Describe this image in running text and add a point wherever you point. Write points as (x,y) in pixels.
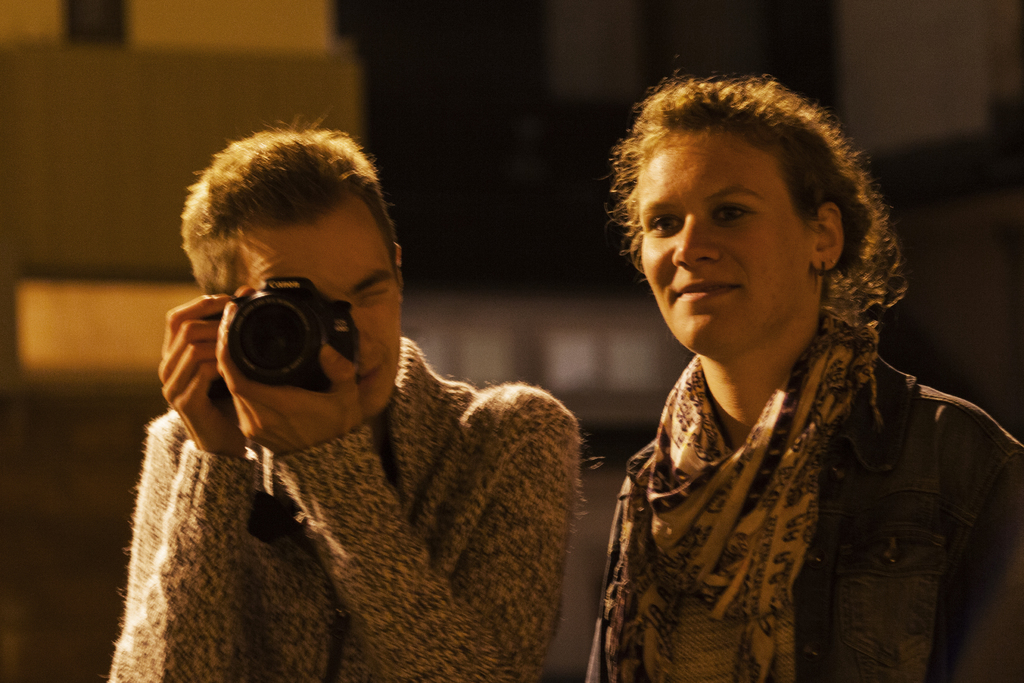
Man (207,224) on the left corner of the picture (290,479) is holding camera (268,298) in his hand (224,344) and he is clicking photos in that camera (276,328). Beside him, woman (903,609) who is wearing pink and black scarf (724,456) around her neck (718,407) is smiling. Behind them, we see a board (412,28) in black color.
